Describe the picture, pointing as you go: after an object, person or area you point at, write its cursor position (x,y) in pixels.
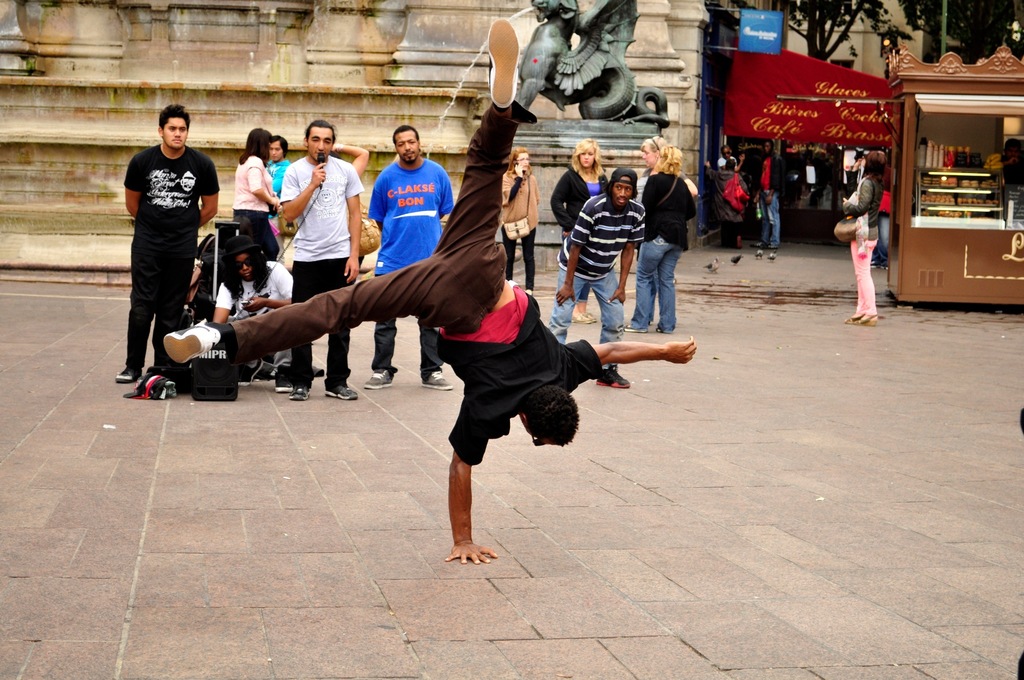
In this image we can see some persons (418,223), microphone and other objects (802,71). In the background of the image (541,100) there is a wall (330,68), sculpture (589,20), persons (774,214), food items (939,202), trees (895,35) and other objects (808,83). At the bottom of the image (535,621) there is the floor (667,636).
